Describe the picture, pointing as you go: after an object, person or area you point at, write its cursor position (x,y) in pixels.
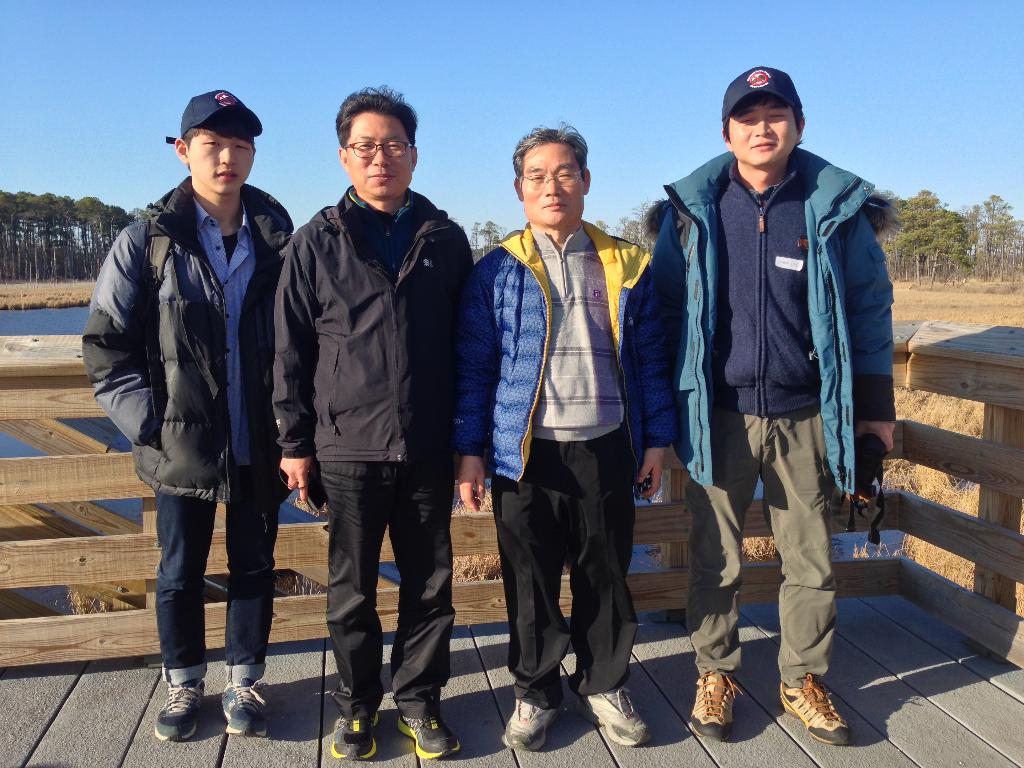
In this image in front (836,452) there are four people (522,603). Behind them there is a wooden fence (140,579). In the center of the image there is water (55,316). At the bottom of the image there is a deck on the surface (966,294). In the background of the image (48,200) there are trees (962,237) and sky (854,65).
